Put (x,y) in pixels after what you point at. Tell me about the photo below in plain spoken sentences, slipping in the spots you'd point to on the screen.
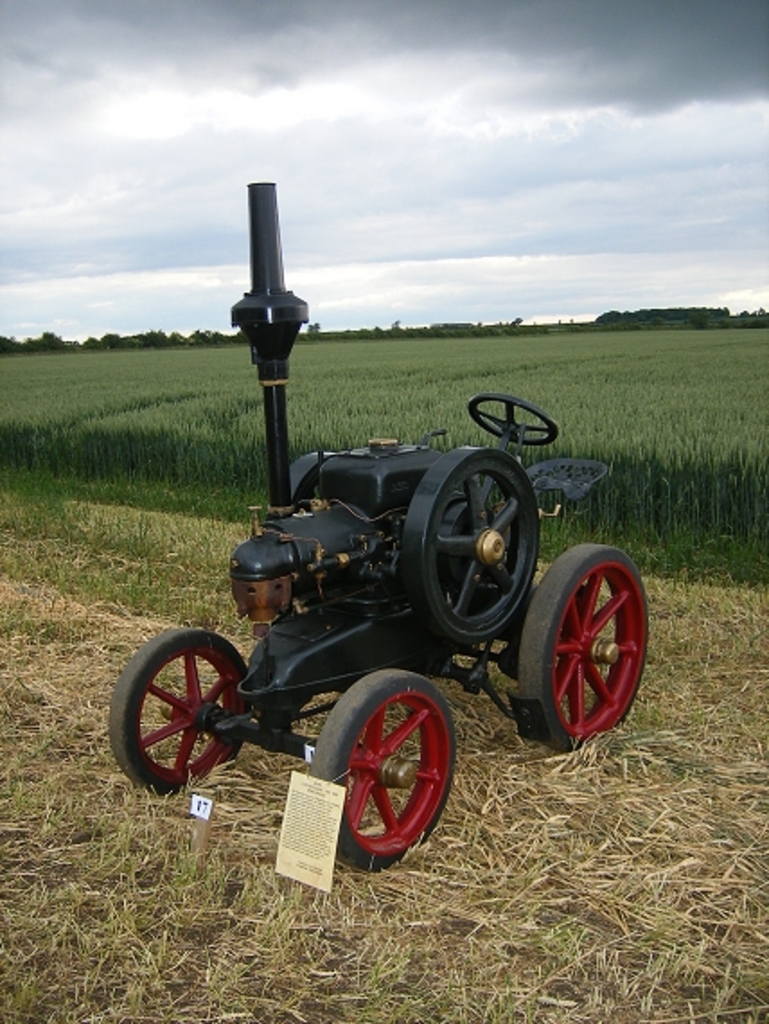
In the image we can see a vehicle (354,604), this is a dry grass (637,841), grass (129,541), plant (626,444), trees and a cloudy sky (436,115).
